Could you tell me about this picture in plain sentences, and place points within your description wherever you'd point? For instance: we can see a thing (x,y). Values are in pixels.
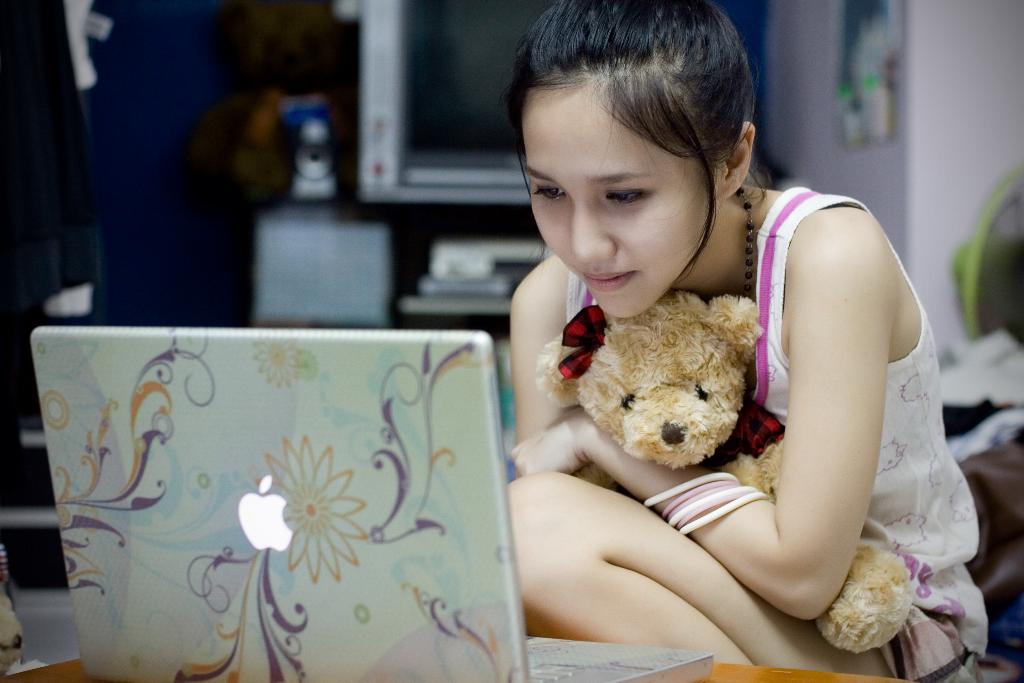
In this picture we can see a girl (871,483), she is holding a teddy bear (756,427), in front of her we can see a laptop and in the background (976,445) we can see some objects (974,430).
